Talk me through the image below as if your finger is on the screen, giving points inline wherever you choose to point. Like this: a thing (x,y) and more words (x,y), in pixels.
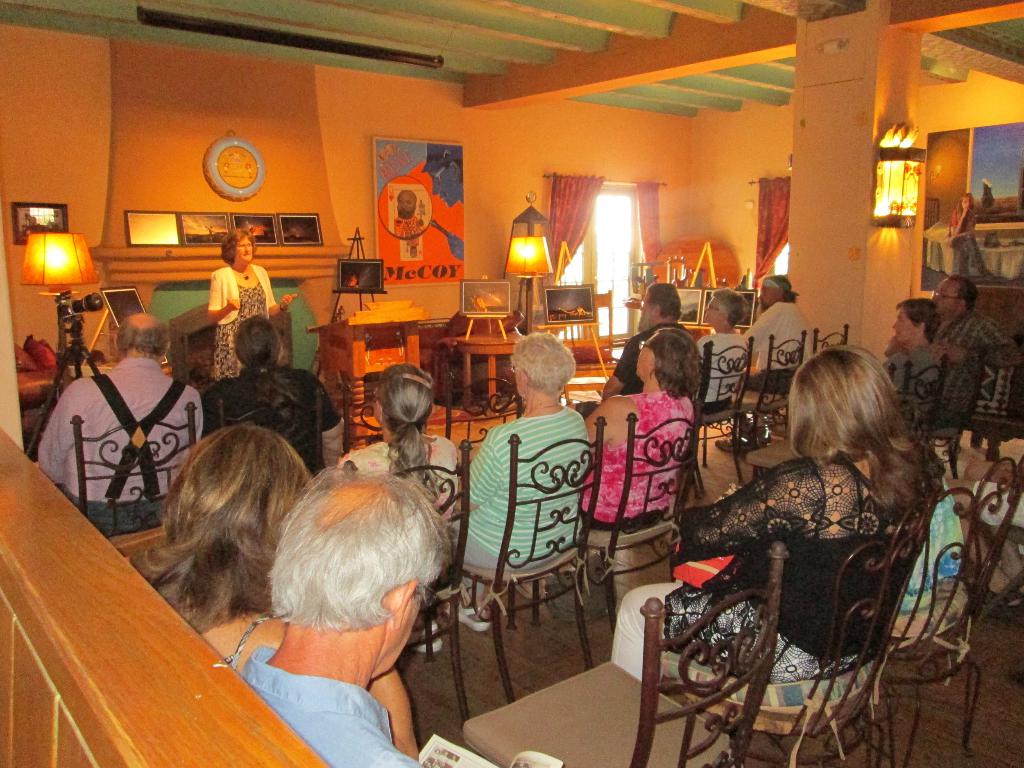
In this picture I can see a woman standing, there are group of people (67,476) sitting on the chairs (664,490), there are lamps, there is a podium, there is a camera (67,313) with a tripod stand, there are frames (984,231) attached to the walls (985,298), and in the background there are windows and curtains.
